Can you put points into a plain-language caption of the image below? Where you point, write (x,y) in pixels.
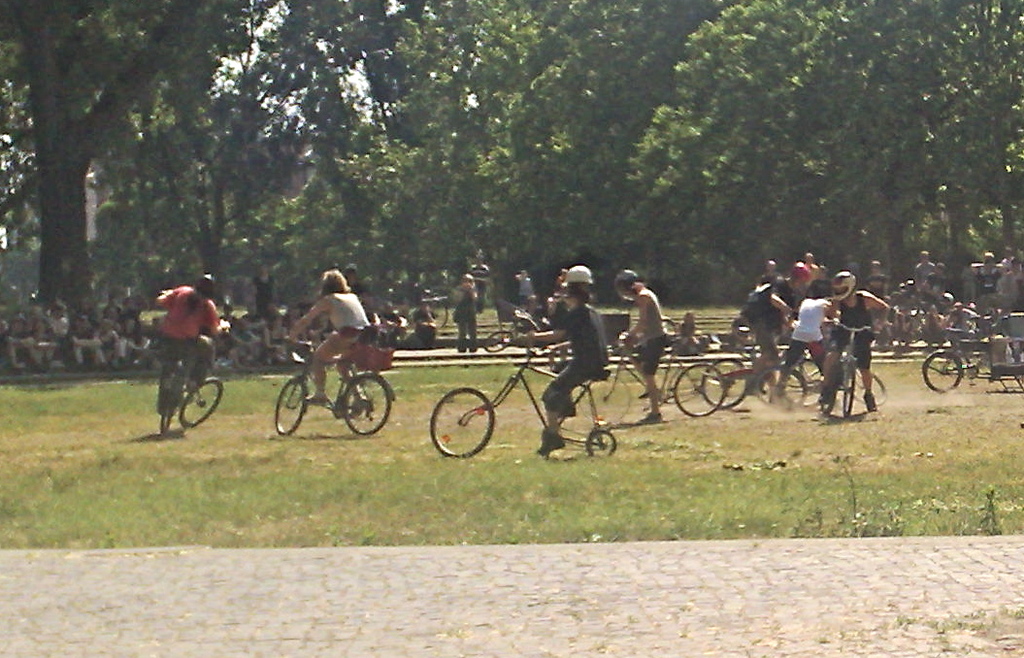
In this image, there are a few people (159,294). Among them, some people (342,346) are riding bicycles (848,353). We can see the ground (915,397) with some objects (995,349). We can also see some grass (181,442), trees (185,180). We can also see the sky (215,81).
